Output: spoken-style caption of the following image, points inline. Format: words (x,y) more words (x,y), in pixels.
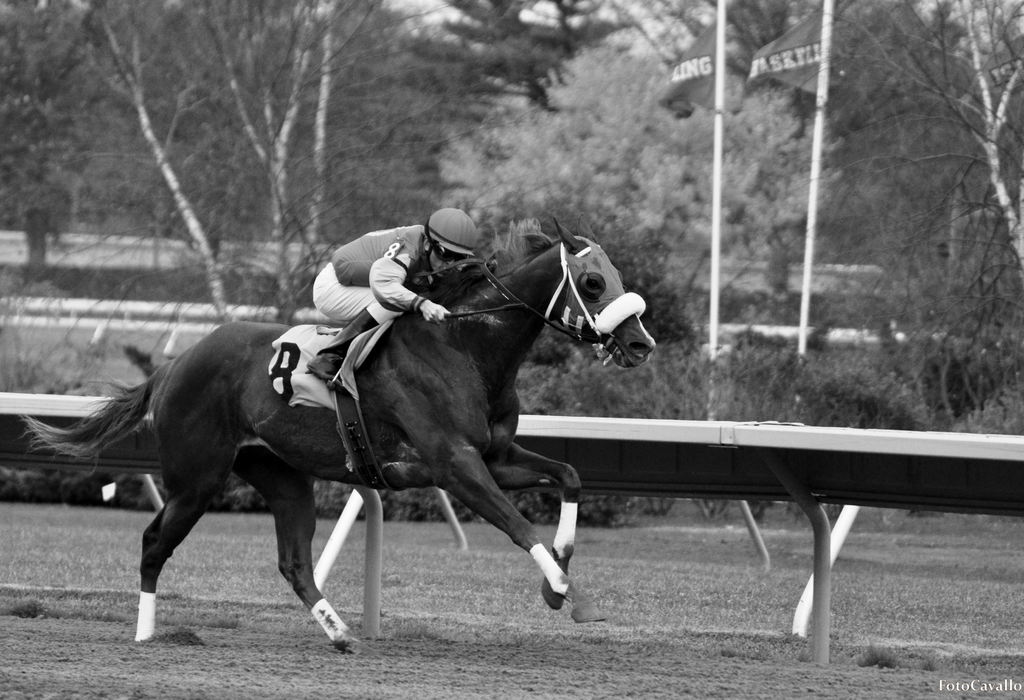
In this image i can see a person (400,279) riding the horse (457,372) at the back ground (692,392) i can see a railing (746,427), a pole (715,202), a tree (659,173) and a flag (709,64).
